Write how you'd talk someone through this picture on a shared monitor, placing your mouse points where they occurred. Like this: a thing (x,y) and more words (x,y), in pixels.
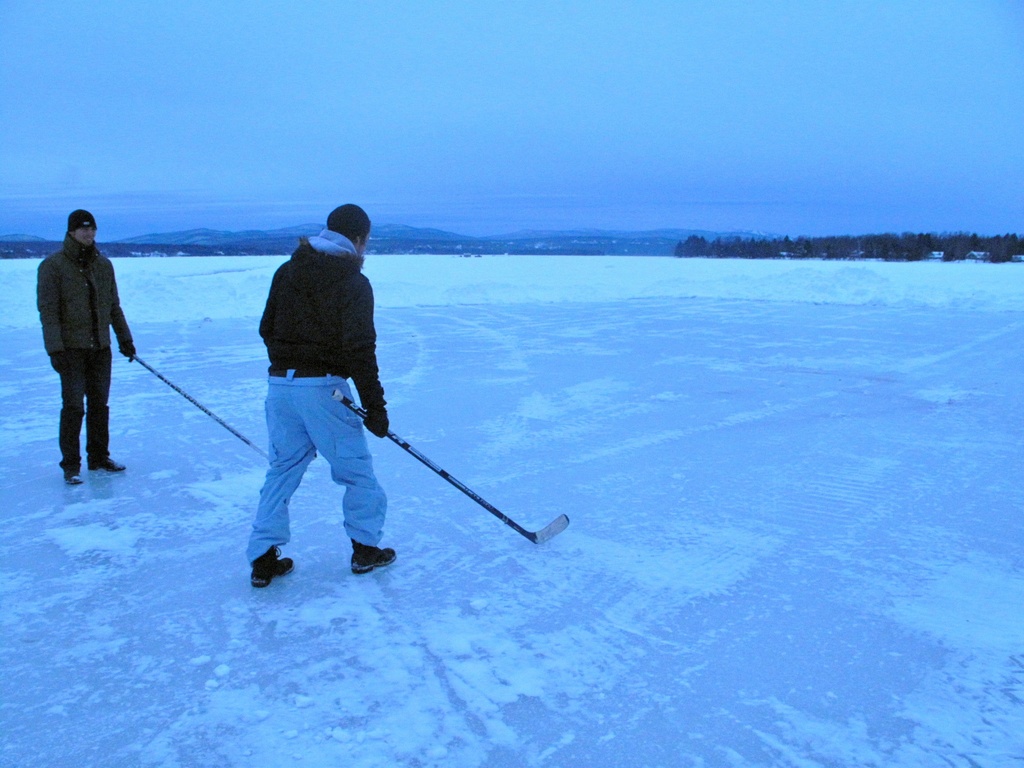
In the picture we can see a snow surface (608,547) on it we can see two men (304,437) are standing and holding hockey sticks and they are in jackets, gloves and caps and far away from them we can see trees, hills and sky (387,104).
